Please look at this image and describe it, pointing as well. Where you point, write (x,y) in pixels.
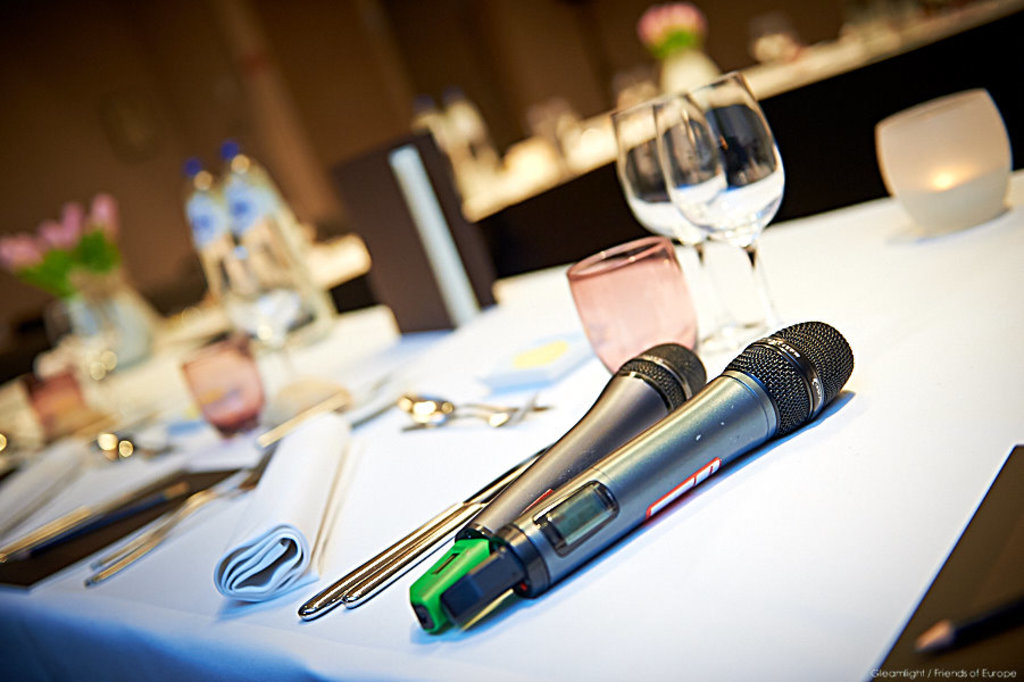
There are microphones (572,519), glasses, spoons (456,420), it seems like tissue (317,429) and a candle (927,225) in the foreground of the image (724,439) and the background (245,195) is blur.
